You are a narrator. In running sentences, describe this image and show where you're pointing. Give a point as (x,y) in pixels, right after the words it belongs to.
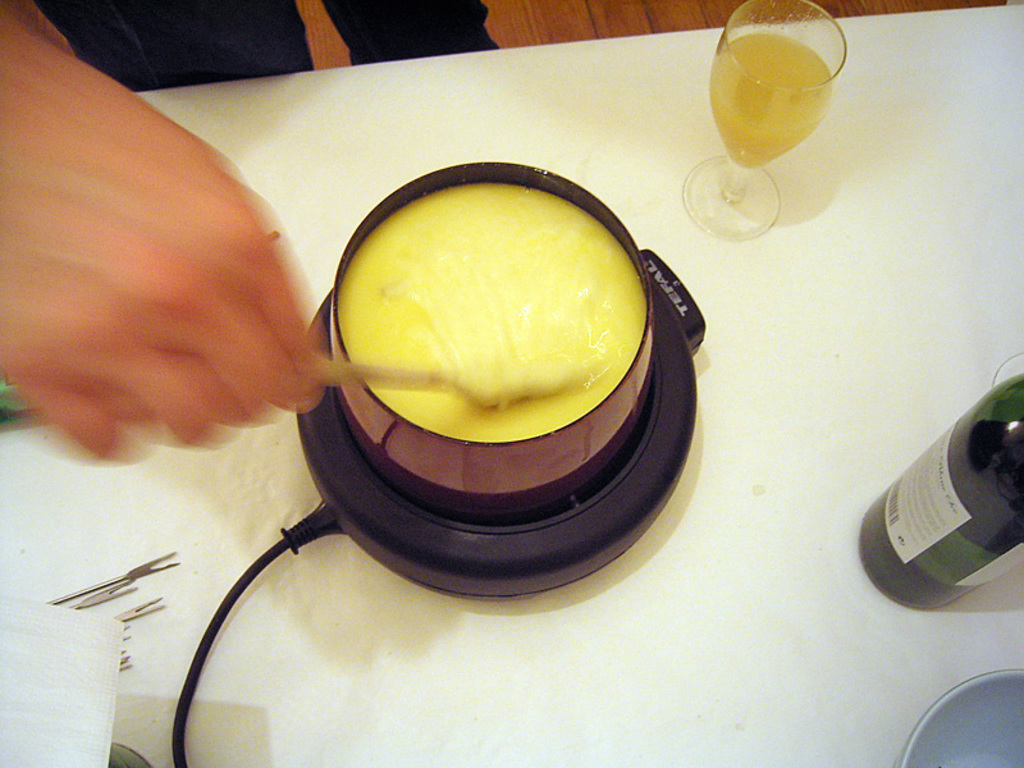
In this picture there is a person (290,377) holding a spoon (400,375), There is a cup (453,471), glass (726,101), bowl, bottle (934,490) and few objects (1,726) on the table (826,682).
